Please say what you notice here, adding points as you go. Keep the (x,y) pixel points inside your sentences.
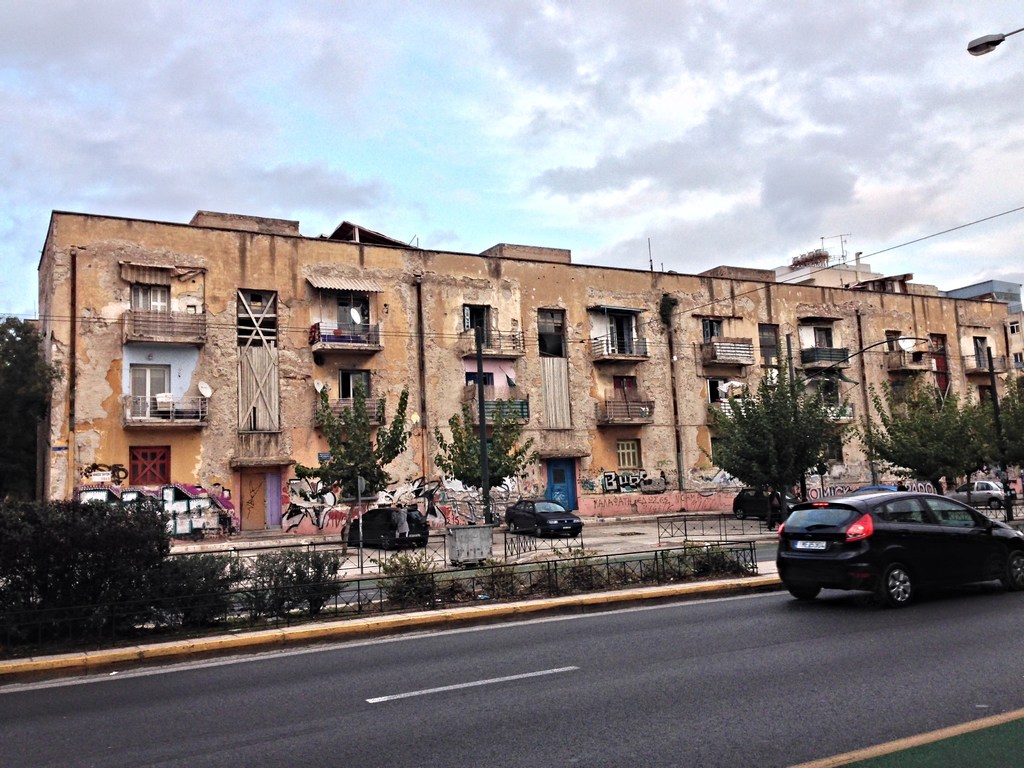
In this picture we can see the buildings (453,305), windows (151,381), balconies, pipes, trees (466,435), graffiti (630,483) on the wall (692,502), cars (953,510), railings (513,593), plants (498,568), wires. At the top of the image (652,119) we can see the clouds (760,67) are present in the sky (839,107). In the top right corner (987,40) we can see an electric light (987,40). At the bottom of the image (689,691) we can see the road (942,682).
